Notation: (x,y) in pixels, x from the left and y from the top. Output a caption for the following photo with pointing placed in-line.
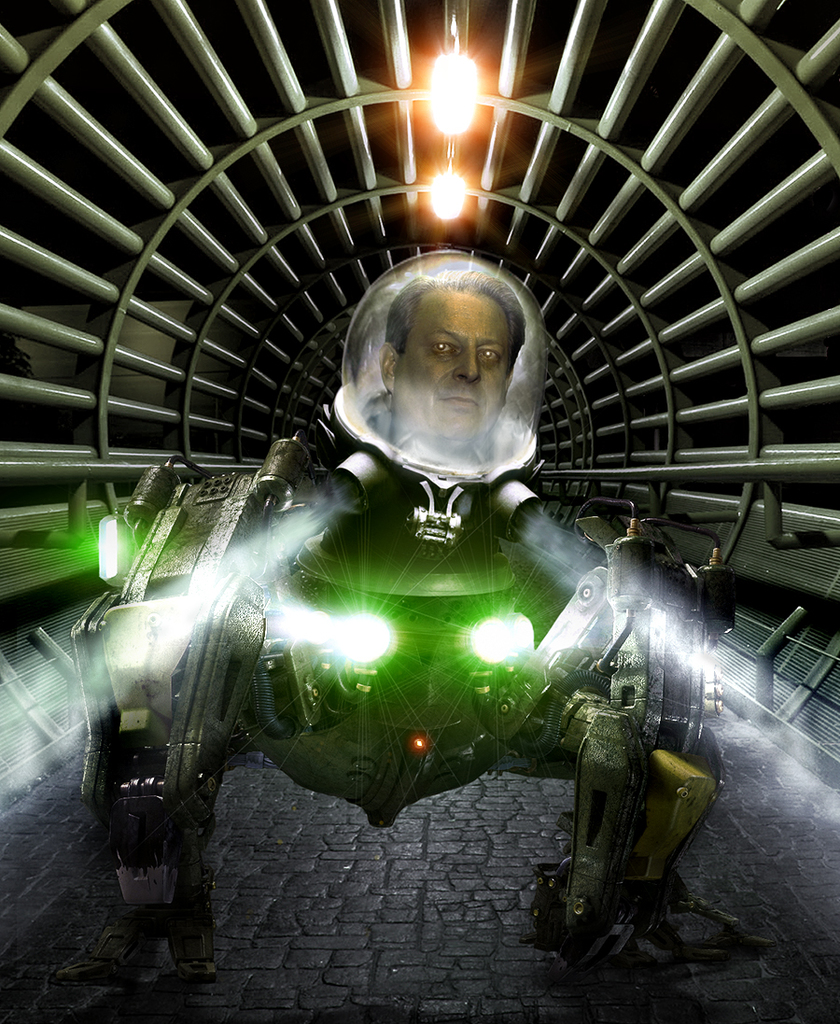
This picture is mainly highlighted with an electronic machine (459,679). Here we can able to see a man's face (458,371). These are the lights (466,114). This is a tunnel (752,548).
